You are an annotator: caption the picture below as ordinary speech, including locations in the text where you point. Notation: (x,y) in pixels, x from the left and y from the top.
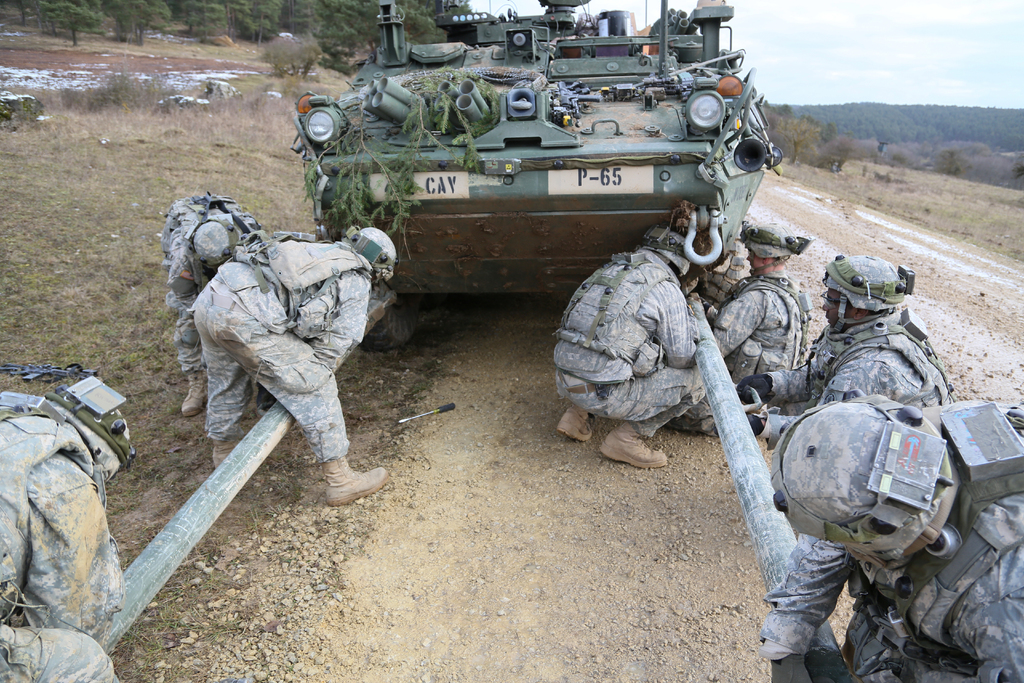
In the center of the image (524,250) we can see a military vehicle (529,226) and there are people (798,612). They are all wearing uniforms (18,500). In the background (257,18) there are trees (245,21), hills (910,122) and sky (774,97).
